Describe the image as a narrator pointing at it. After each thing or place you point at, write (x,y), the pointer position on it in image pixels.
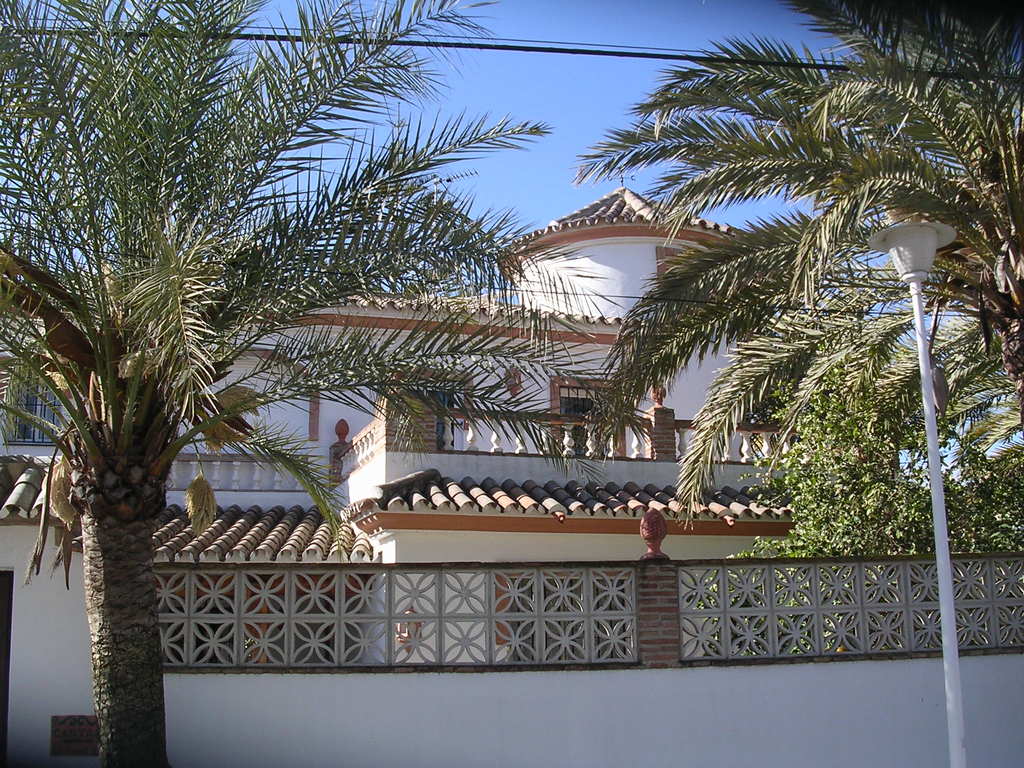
In this image there are trees (916,399). On the right (957,724) there is a pole (955,645). In the background (338,318) there is a building (644,549). At the top (450,56) there are wires (570,50) and sky (664,19).
